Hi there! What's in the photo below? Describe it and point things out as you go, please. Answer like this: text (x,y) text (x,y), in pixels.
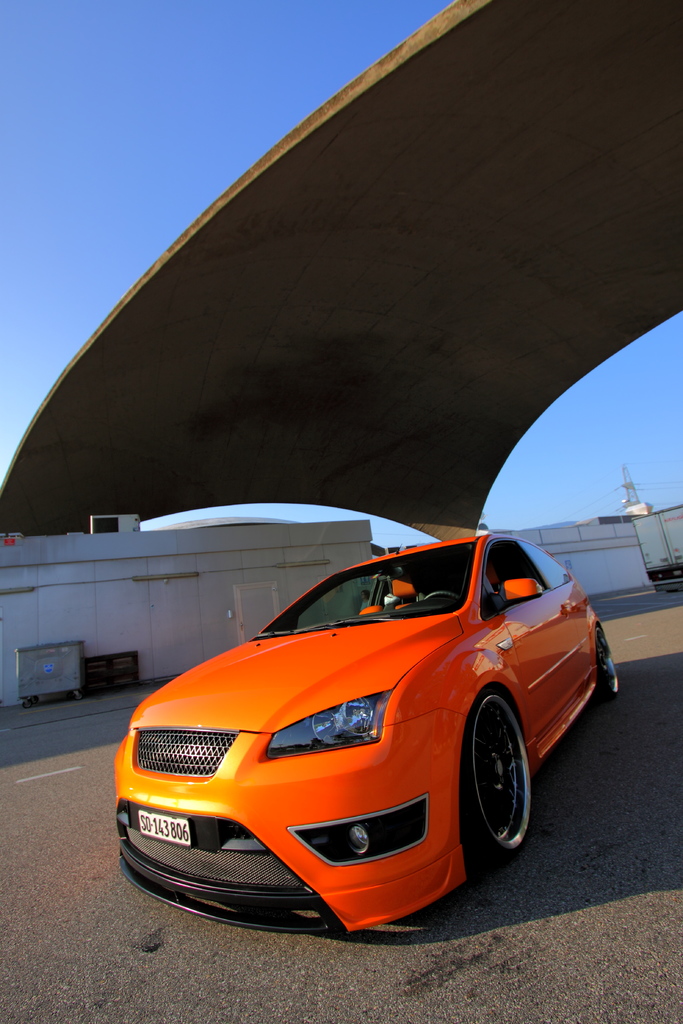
There is an orange color car (521,655) on the road (396,1017). In the background (110,580), there are white color buildings (119,580), there is an architecture (401,100), there is a tower (628,486), which is having transmission lines (600,509), and there is a blue sky (254,49).
